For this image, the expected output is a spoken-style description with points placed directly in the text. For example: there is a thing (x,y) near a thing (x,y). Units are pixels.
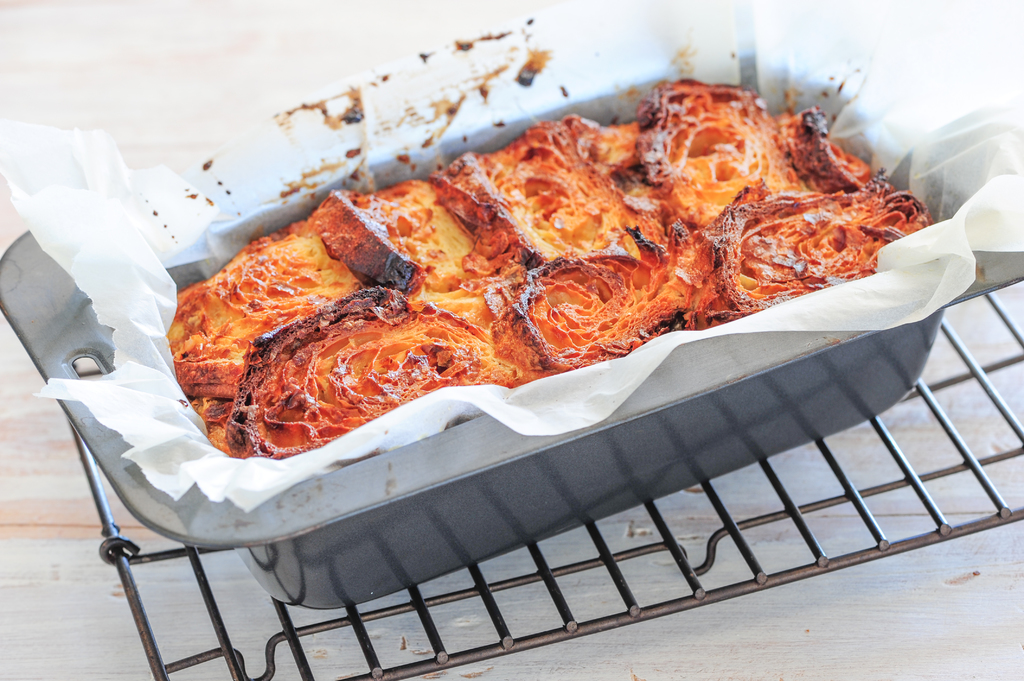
In this image we can see food items (425,311) in a bowl (628,426) on the grill (750,560).
